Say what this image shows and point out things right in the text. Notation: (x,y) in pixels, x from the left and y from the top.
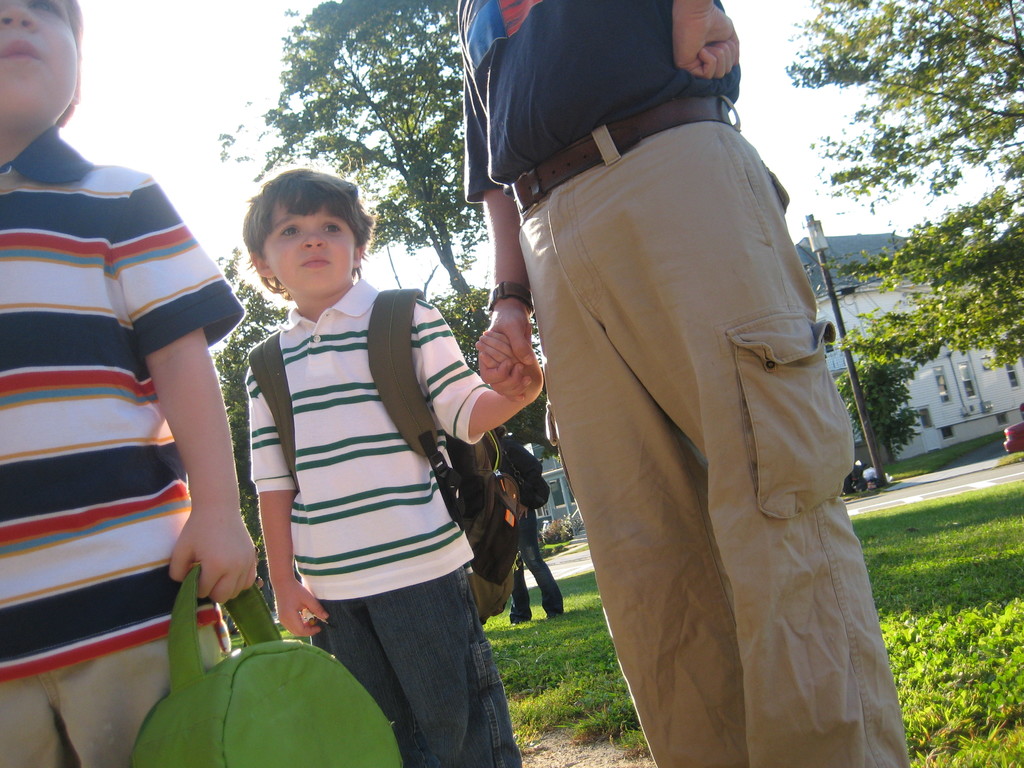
This picture describes about group of people (425,539), in the left side of the image (128,359) we can see a boy (71,409), he is holding a bag (187,589), beside to him we can see another boy (442,556) and he wore a backpack (508,584), in the background (862,344) we can see a pole (875,443), trees (933,355) and buildings (972,370).
